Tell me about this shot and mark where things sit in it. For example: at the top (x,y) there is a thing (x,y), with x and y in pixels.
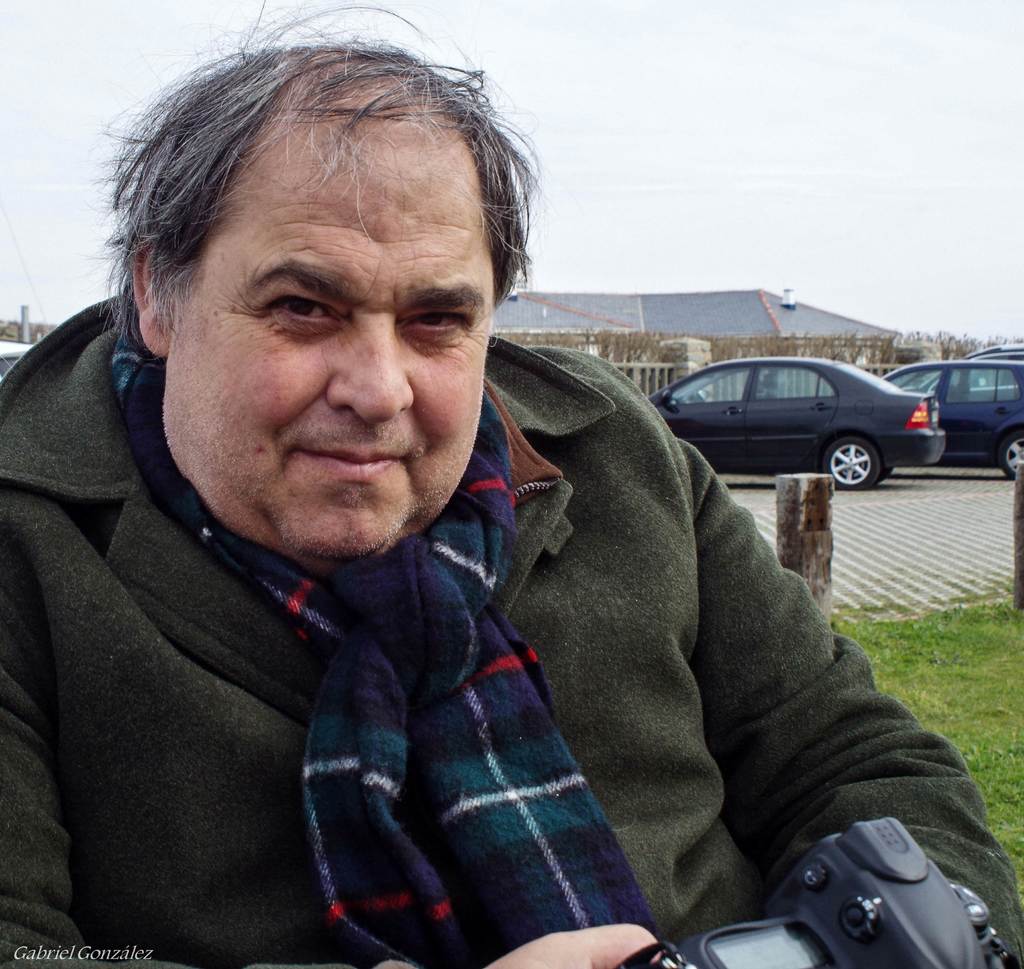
This man (41,666) wore jacket (200,720), scarf (350,706) and holds a camera (873,872). Far there are vehicles (846,414), building (729,309), fence (703,357) and trees (804,342). Grass (963,640) is in green color.
